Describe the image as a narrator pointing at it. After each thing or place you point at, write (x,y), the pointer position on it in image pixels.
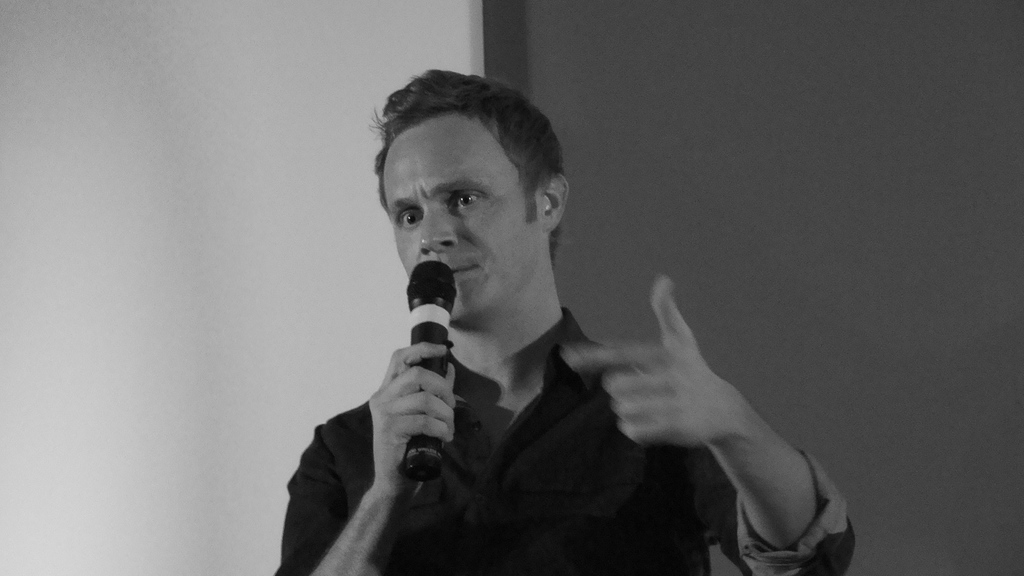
In this image the man (599,417) is holding a mic (422,320).
